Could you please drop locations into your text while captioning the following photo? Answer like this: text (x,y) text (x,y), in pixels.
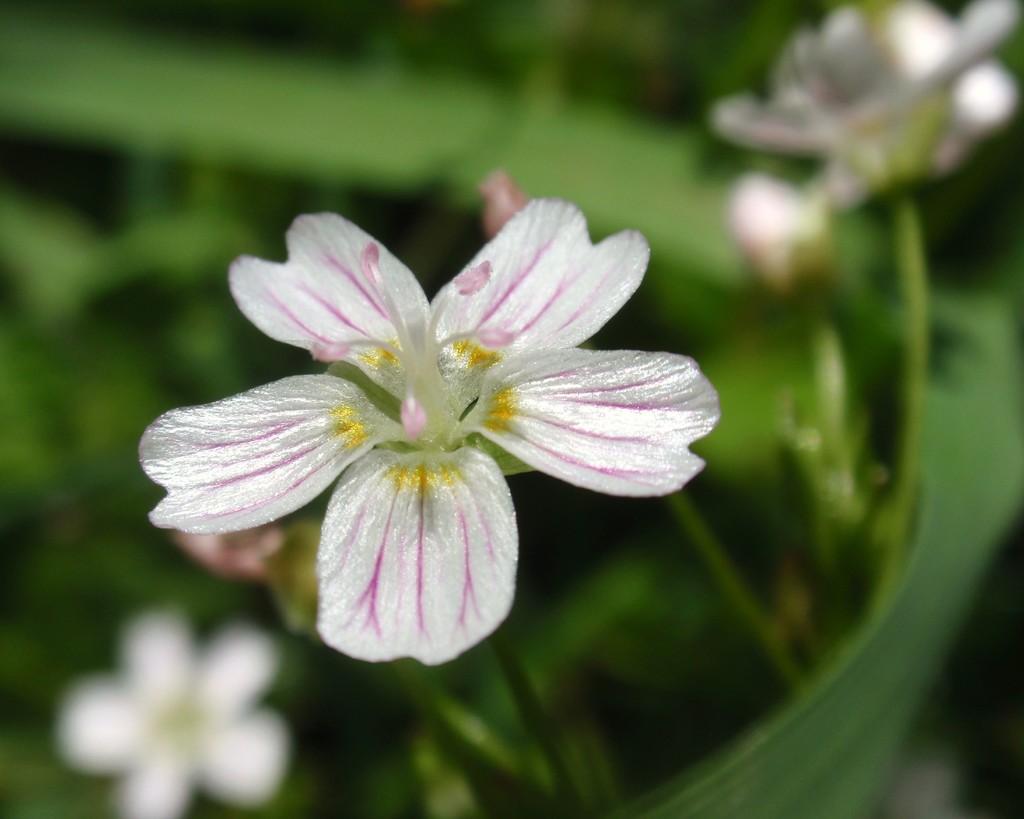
In this image I can see a flower (295,255) in the center of the image (451,287). This is a macro photography of this flower (451,287) with blurred background (537,504).
